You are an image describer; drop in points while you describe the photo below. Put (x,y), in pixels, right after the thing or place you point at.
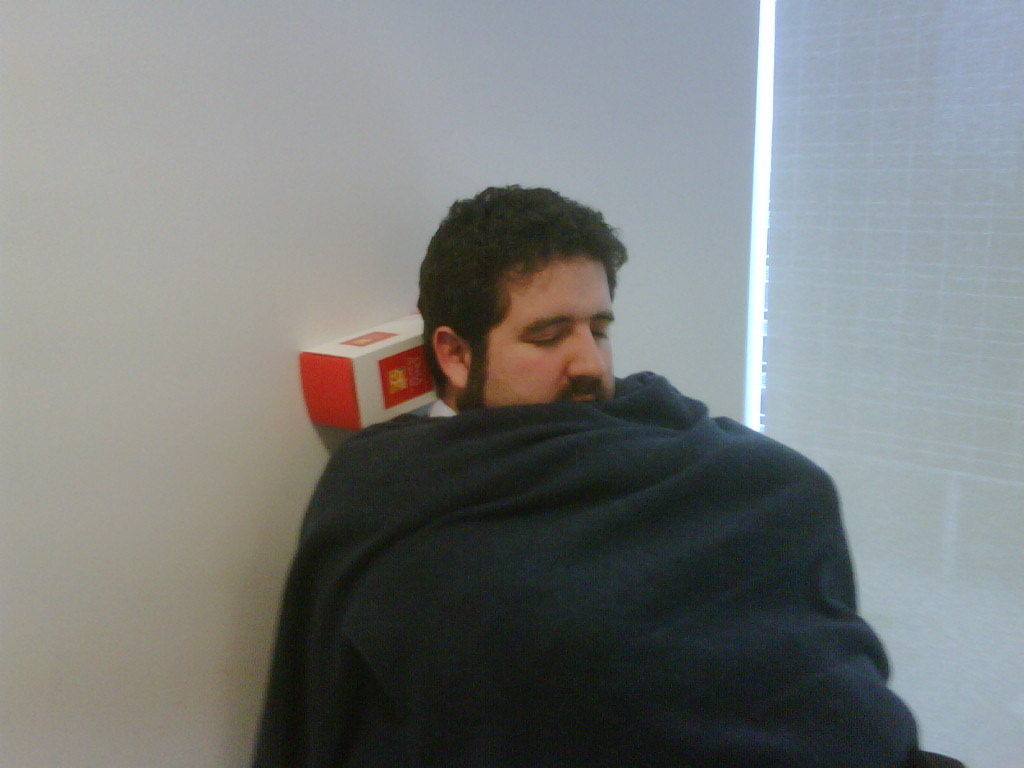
In this image there is one person (492,353) who is sleeping, and there is a blanket (381,477) and some box (400,373) and in the background (864,372) there is wall (139,549) window (807,260) and blinds (834,355).
